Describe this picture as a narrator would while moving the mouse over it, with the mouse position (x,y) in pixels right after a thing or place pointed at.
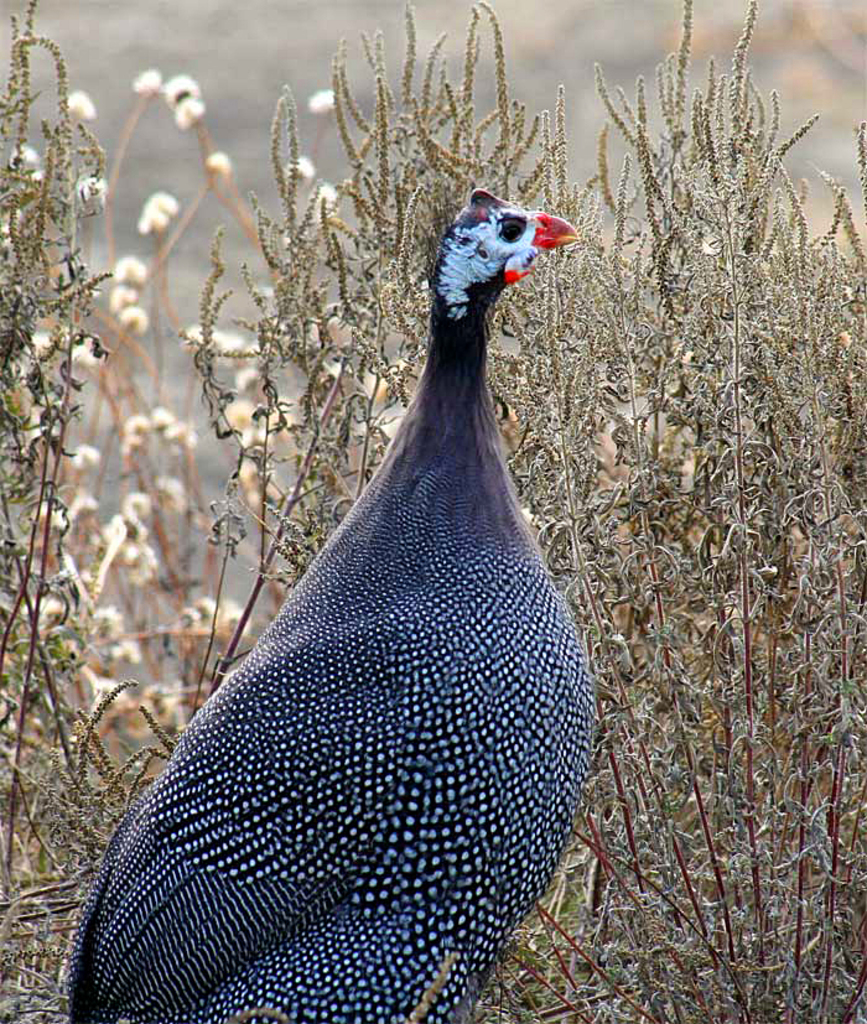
In this picture, there is a bird (476,594) which is black and white in color. Behind it, there are plants (643,374).
